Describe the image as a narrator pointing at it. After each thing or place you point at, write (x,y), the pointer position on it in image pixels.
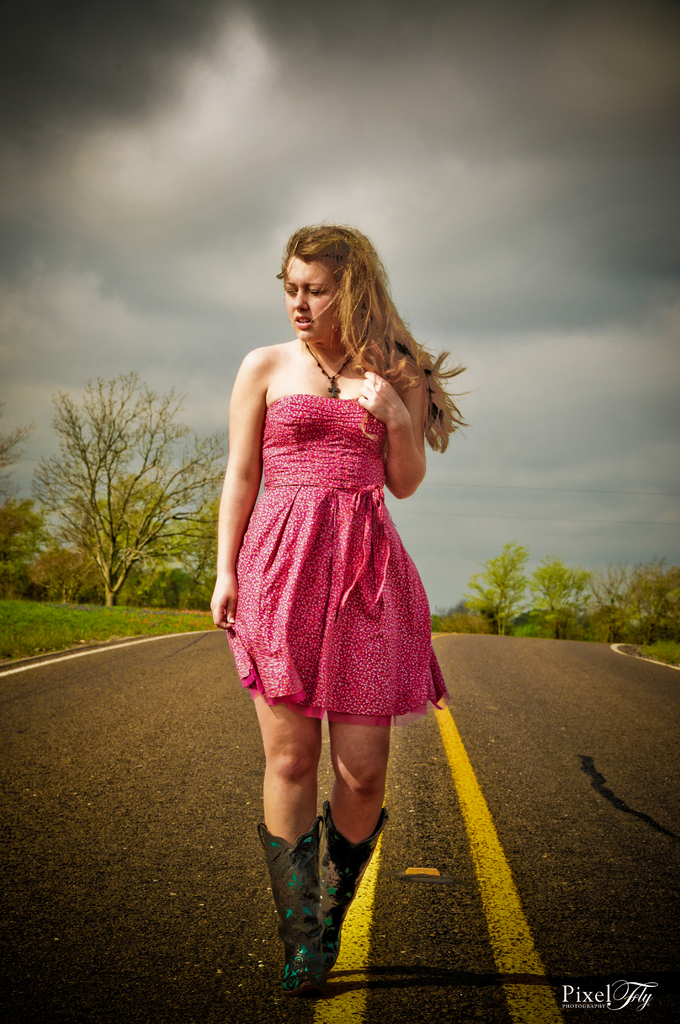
In front of the picture, we see a woman (373,509) in the pink dress (350,532) is standing. She is posing for the photo. At the bottom (582,838), we see the road (574,926). On the left side (97,620), we see the grass (80,617) and the trees (65,597). There are trees (474,613) in the background (530,610). At the top (327,167), we see the sky (332,208) and the clouds (525,307).
